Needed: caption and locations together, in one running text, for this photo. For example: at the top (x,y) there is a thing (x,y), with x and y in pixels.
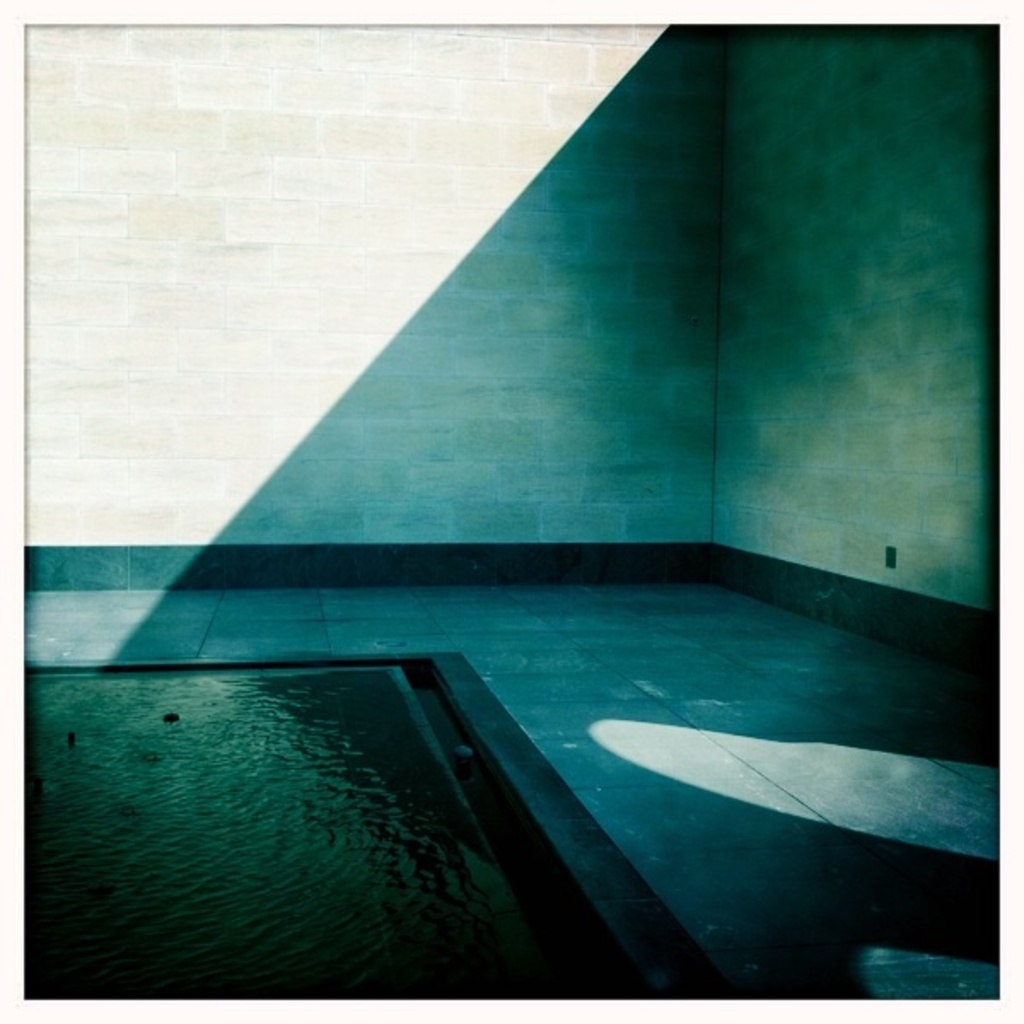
In this picture we can see water (189,764), floor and in the background (654,379) we can see wall (696,341).
